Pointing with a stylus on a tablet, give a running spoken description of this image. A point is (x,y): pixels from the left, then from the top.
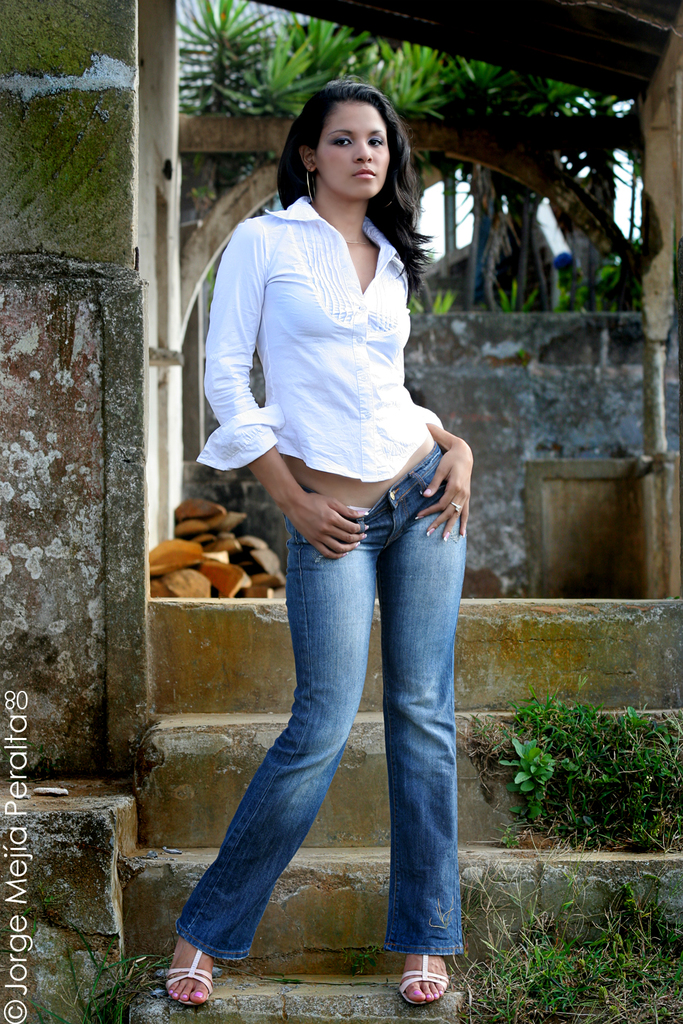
In this image there is a girl (278,366) standing on the steps (336,804). In the background (548,345) there is a wall (550,317), Behind the wall (542,327) there are plants (474,107). On the right side (583,771) there's grass (635,915) on the steps (599,893). On the steps (338,826) there are small stones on the left side (189,555).
